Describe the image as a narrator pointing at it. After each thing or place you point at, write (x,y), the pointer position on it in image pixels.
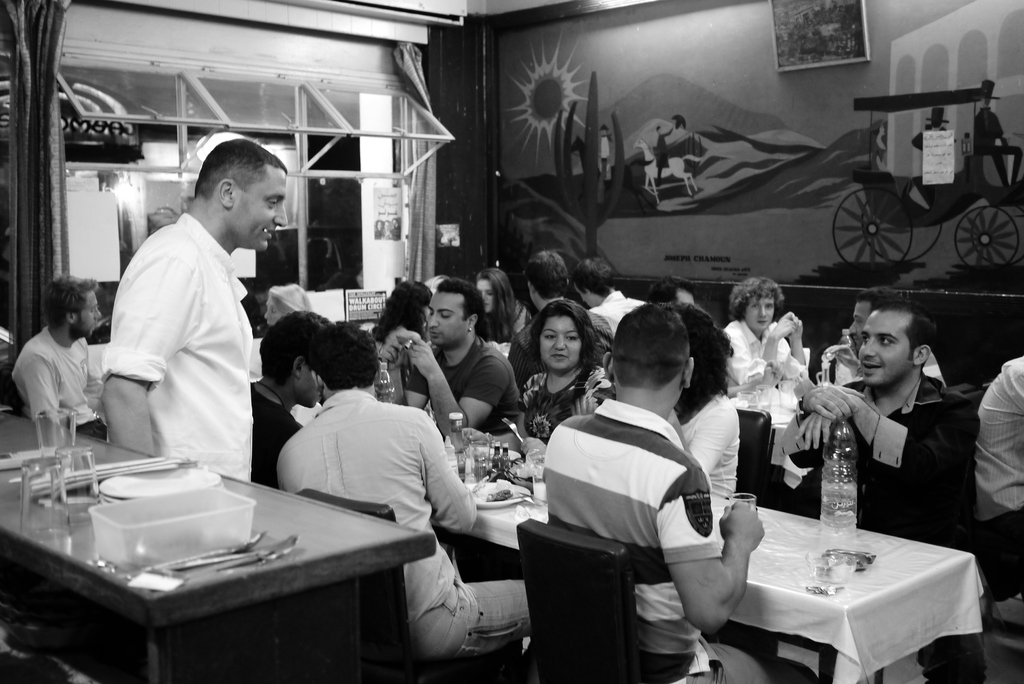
In this image there are group of people (730,394). There are glasses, box (197,525), bottles (844,519), spoons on the table (813,624). At the back (708,98) there is painting (582,101) on the wall (846,247) and there is a photo frame (807,30) and at the left (192,90) there is a window (297,126).
